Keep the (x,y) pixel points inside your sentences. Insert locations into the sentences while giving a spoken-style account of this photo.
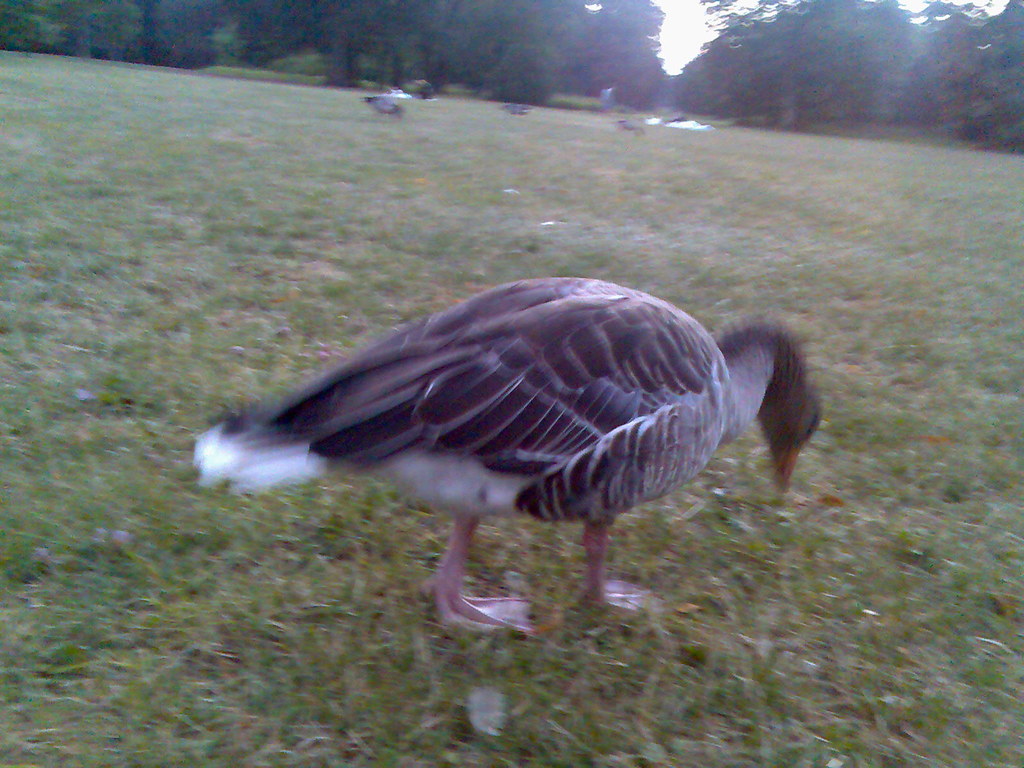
In this image we can see a bird (510,422) on the grassy land (620,238). Background of the image (485,13) trees (418,70) are present.
